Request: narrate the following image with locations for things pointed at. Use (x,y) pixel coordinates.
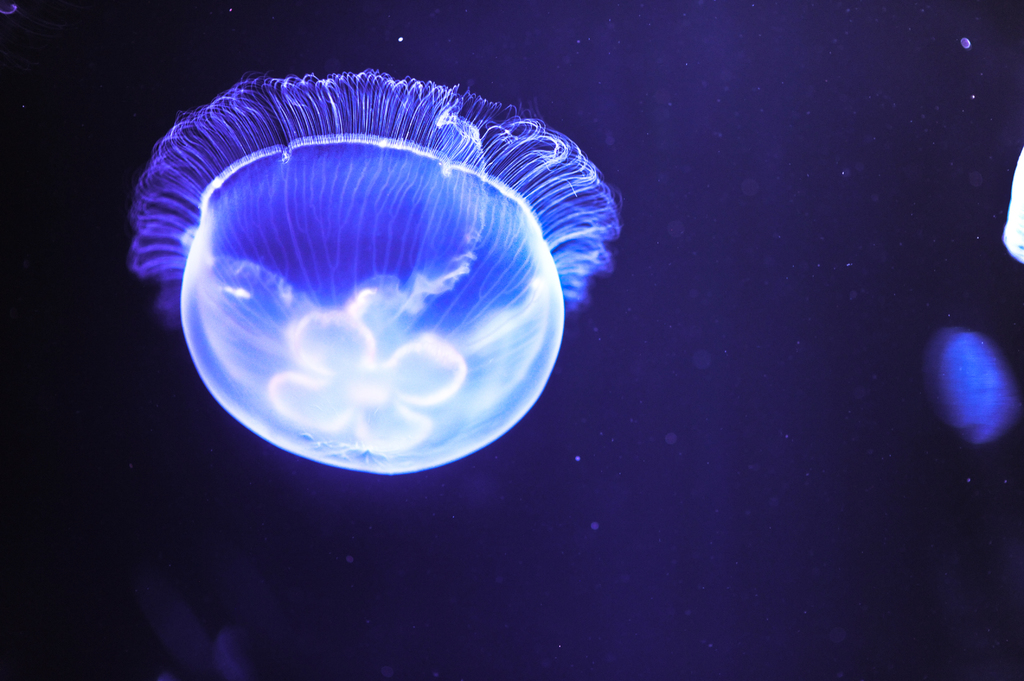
In this image we can see a blue colored jellyfish (397,254).
